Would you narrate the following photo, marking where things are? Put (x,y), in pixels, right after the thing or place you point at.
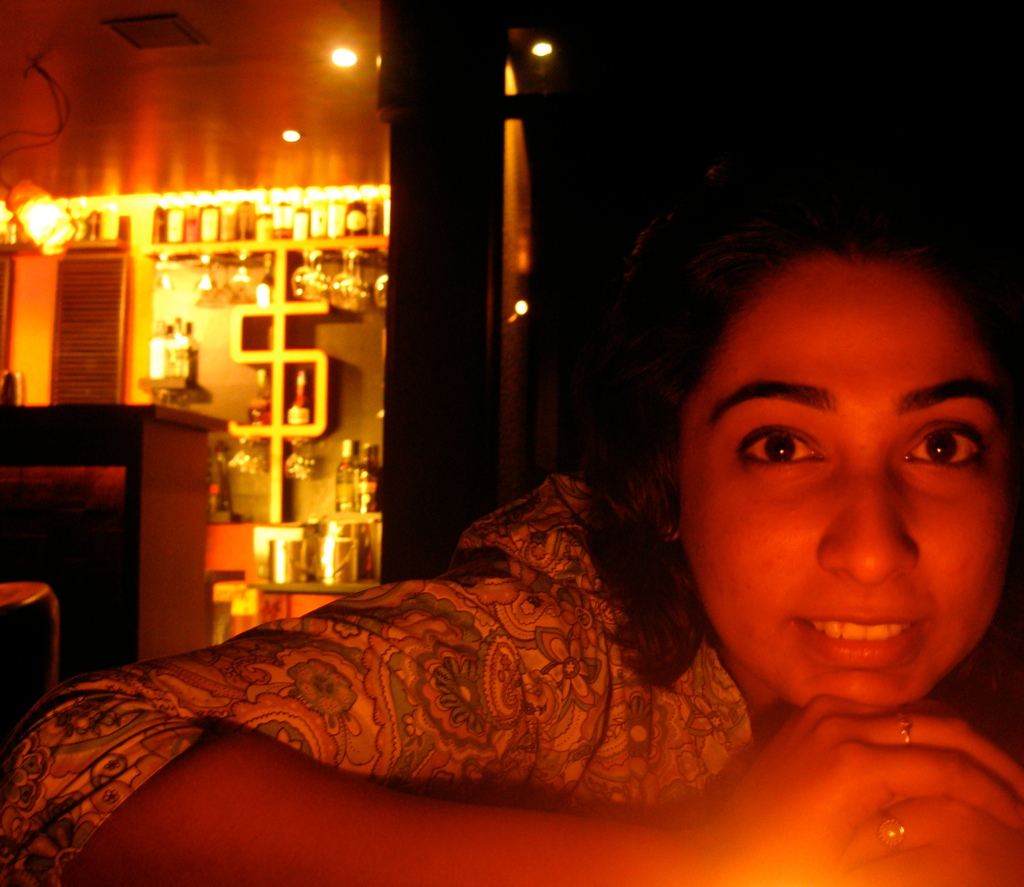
In this picture I can see a woman (748,544) in front (810,565) and in the background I see the lights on the top (340,49) and I see few things (261,334) on the left side of this image (248,357) and I see that it is dark on the right side of this image (763,136).
